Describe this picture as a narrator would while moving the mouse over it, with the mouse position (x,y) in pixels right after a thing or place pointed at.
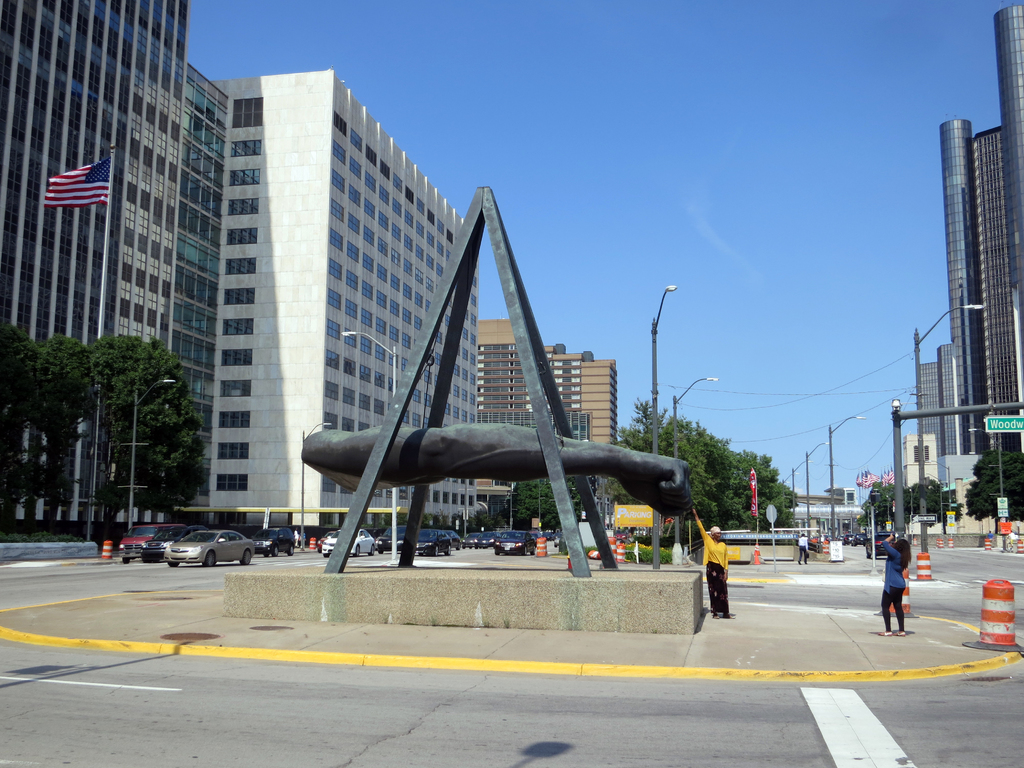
In the center of the image (497,442) we can see a statue (524,346). We can also see a woman (904,542) taking picture of a person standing beside the statue (674,488). On the backside (403,489) we can see some buildings (266,486) with windows (330,390). We can also see some a flag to a pole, trees (611,487), street lights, board (1011,426), some cars (198,541) on the road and the sky (618,373) which looks clear.
